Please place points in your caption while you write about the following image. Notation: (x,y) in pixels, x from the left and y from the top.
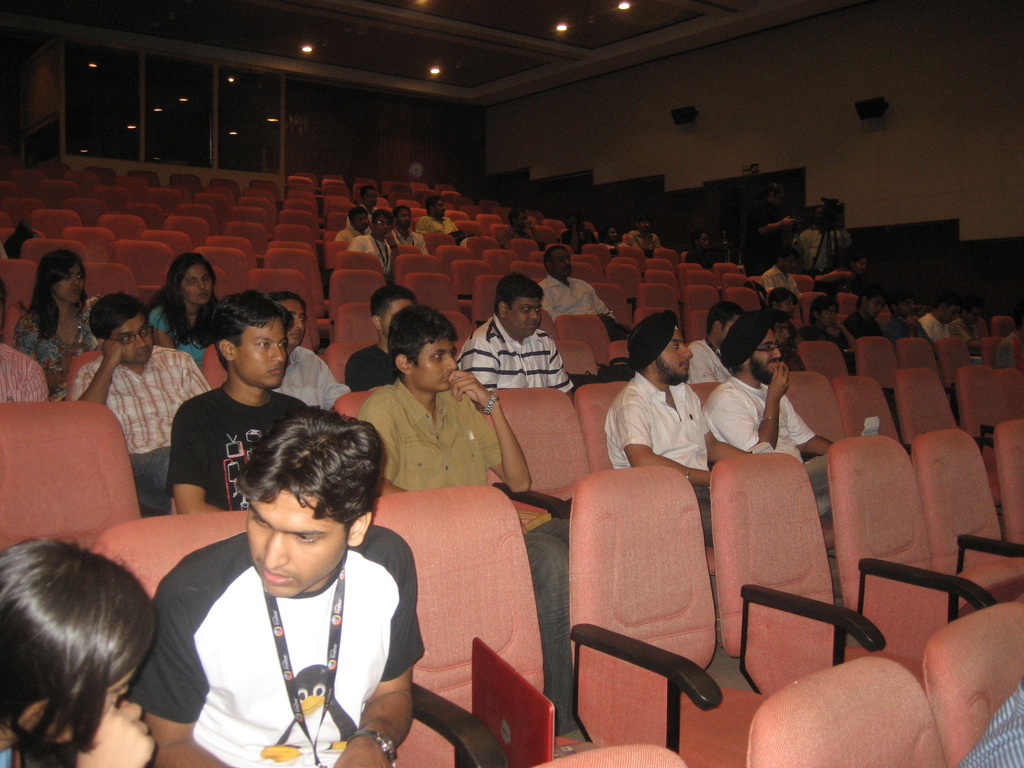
In this image I can see group of people (684,344) sitting on the chairs (817,358) and the chairs (807,620) are in the pink color. Background (947,200) I can see the wall (491,116), few lights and glass windows (244,75).
